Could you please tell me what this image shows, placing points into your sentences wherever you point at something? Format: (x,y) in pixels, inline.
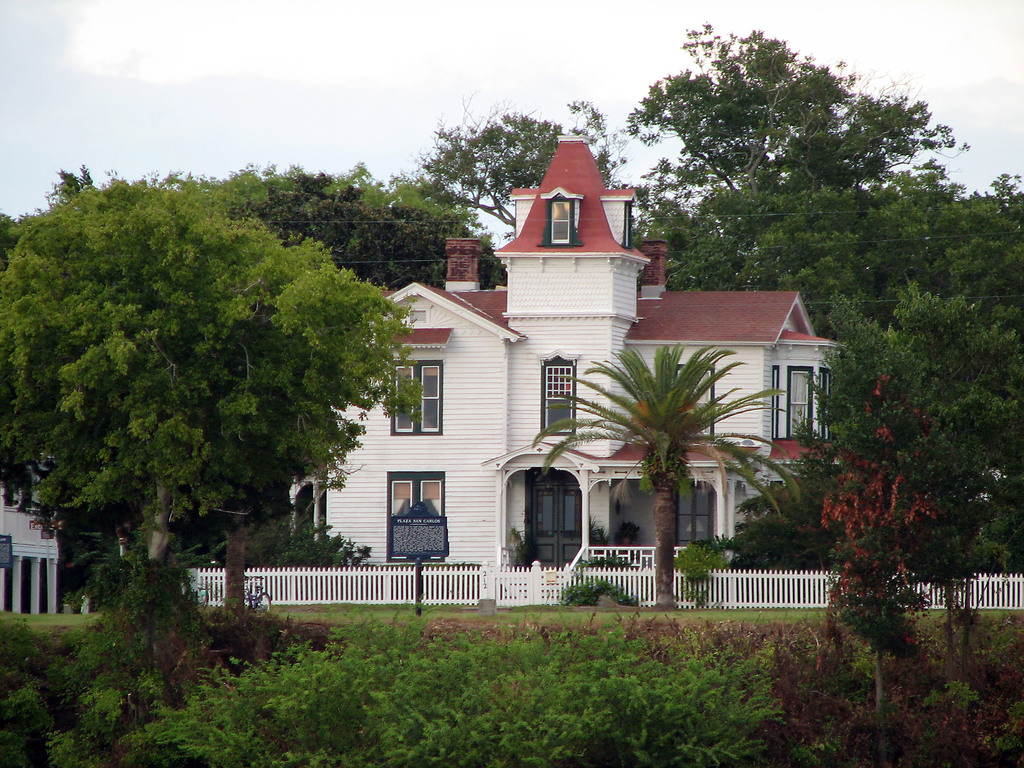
At the center of the image (520,451) we can see there is a building (526,395) and the both front and back side of a building (448,380) there are trees (227,482) and plants (885,676). In the background (541,73) there is a sky (923,59).
